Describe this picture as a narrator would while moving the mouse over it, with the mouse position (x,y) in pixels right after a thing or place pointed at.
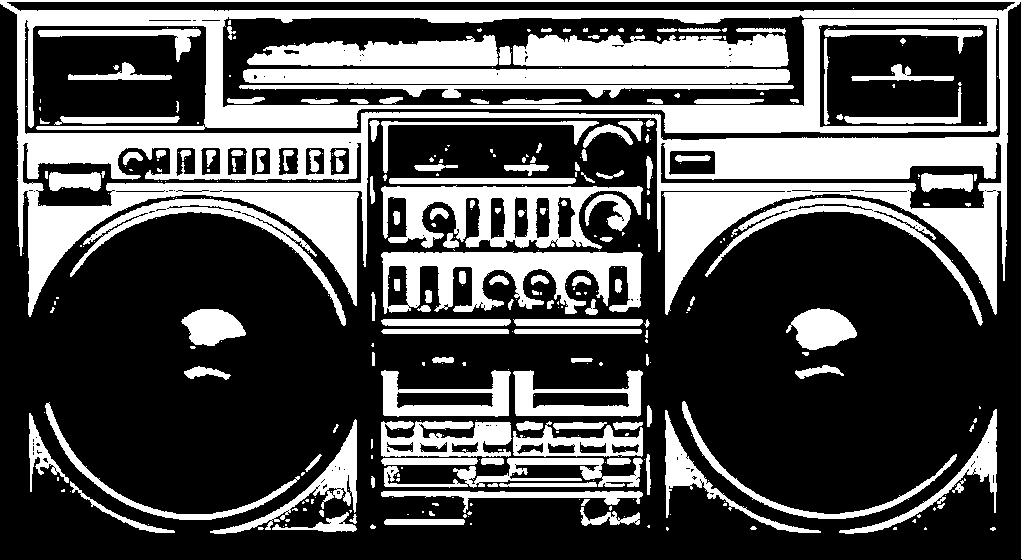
It is the black and white image of a radio (631,387).
